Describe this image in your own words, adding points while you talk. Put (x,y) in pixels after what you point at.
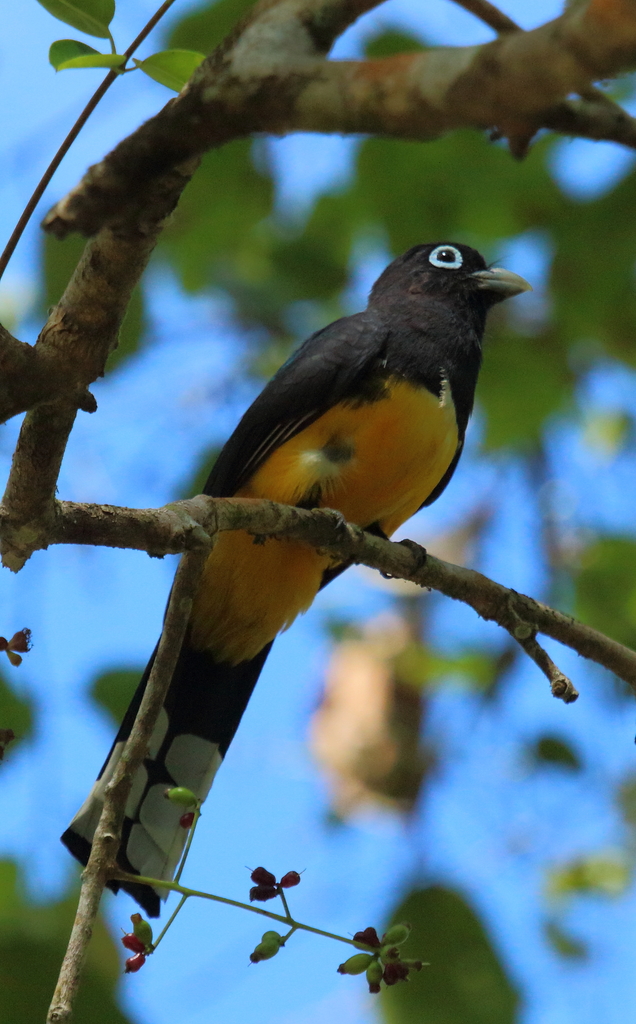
In this image I can see a bird (288,581) is sitting on a branch (360,544) of a tree (191,550). In the background (122,440) I can see the sky (104,424). The background of the image (488,217) is blurred.
